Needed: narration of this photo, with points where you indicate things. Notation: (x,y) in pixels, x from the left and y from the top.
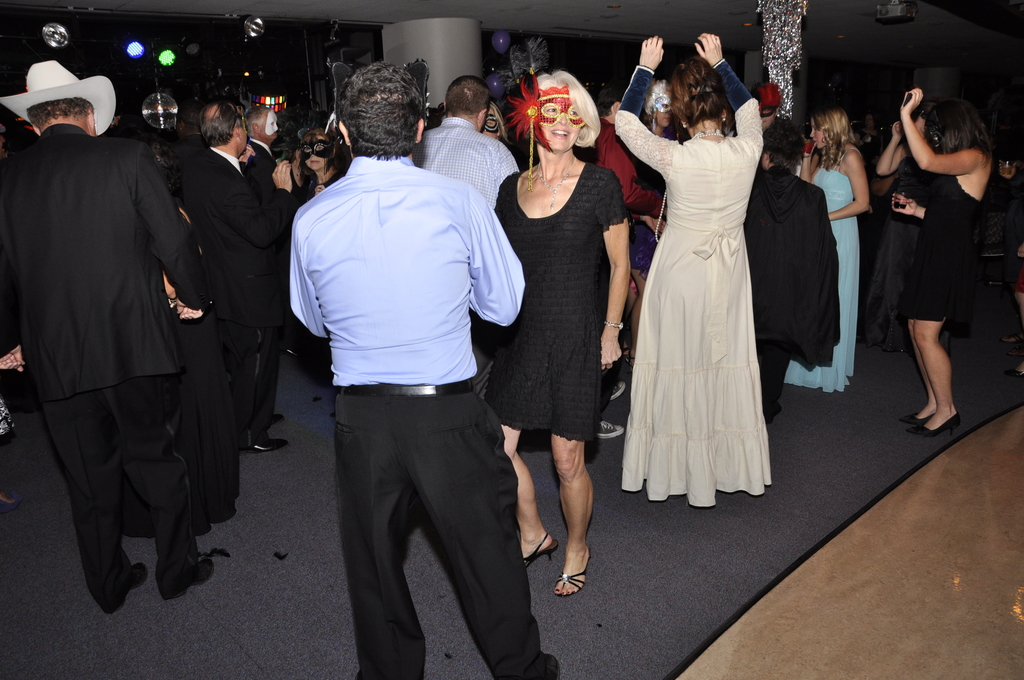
The picture is taken during a party. In the center of the picture (519,374) there are many people (315,147) dancing on the floor (639,555), many people (489,132) are wearing masks (550,123). On the left (59,30) there are lights (59,30). In the center of the background there are balloons (503,44). On the right (924,606) it is floor (942,606). On the top right (889,10) there is a projector (905,10).
